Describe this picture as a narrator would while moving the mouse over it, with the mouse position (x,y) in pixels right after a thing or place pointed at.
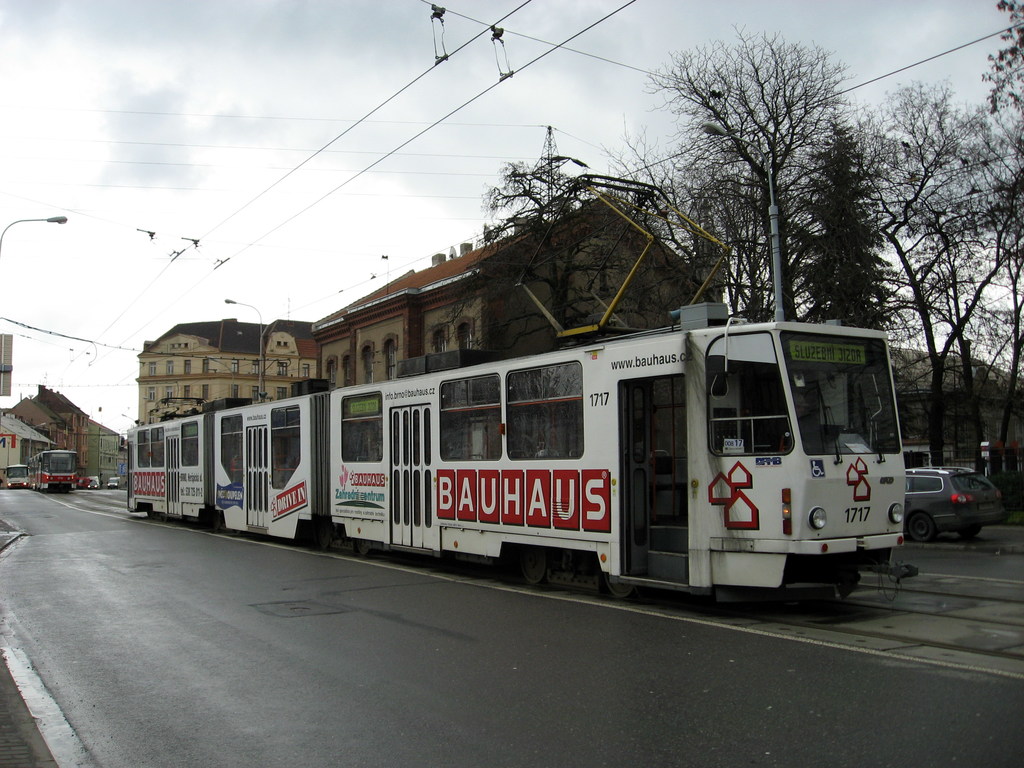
In the image we can see some buildings (223,386) and windows (234,392) of the buildings (282,379). There are even vehicles (377,479) on the road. Here we can see trees (808,226), electric poles (773,188), electric wires (179,253) and the sky (173,97).
